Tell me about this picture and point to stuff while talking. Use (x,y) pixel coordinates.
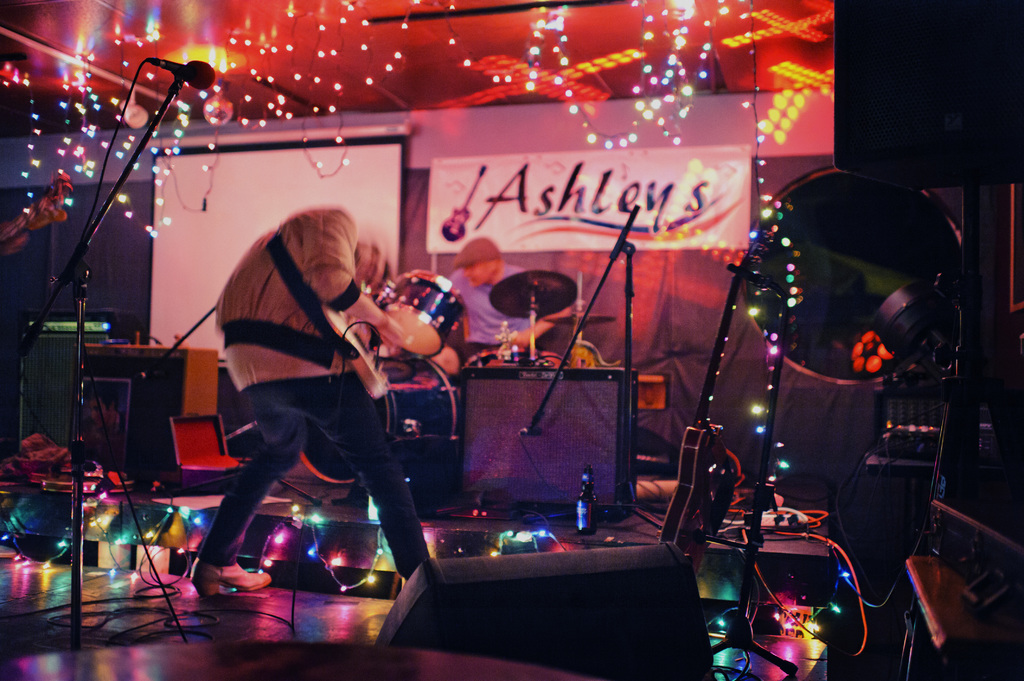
In this image there is a person (296,369) standing on the stage (347,557). Left side (75,293) there is a mike stand (57,289). Middle of the image (476,291) there is a person (481,306) wearing a cap (484,247). Before him there are musical instruments (534,347). There is a bottle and few objects (576,486) are on the stage (602,540). There are decorative lights (63,543) on the stage (307,543). There is a board (512,175) and a screen (291,182) are attached to the wall (438,133). Top of the image (638,88) lights (30,100) are hanging from the roof (286,29). Right side (905,311) there is a light (920,323) on the stand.
